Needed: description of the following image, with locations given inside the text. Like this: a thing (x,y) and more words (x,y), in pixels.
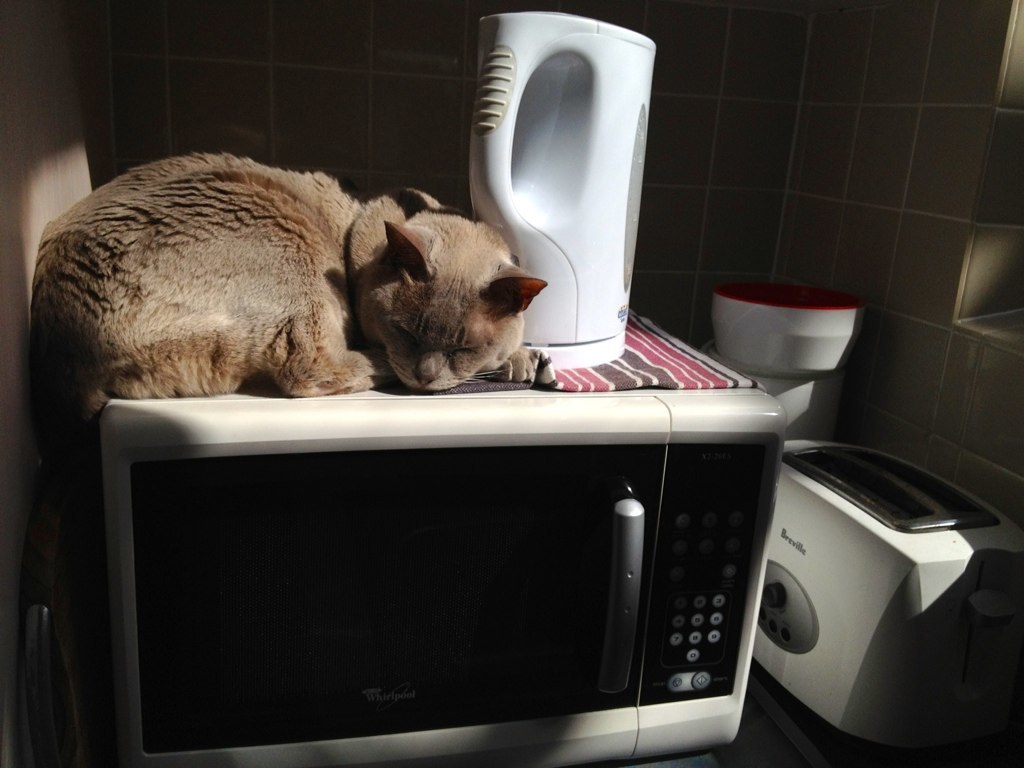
This picture shows a cat (461,235) sleeping on the micro oven (134,714) and we see a bread toaster (811,642) and a water Jug (523,231).
